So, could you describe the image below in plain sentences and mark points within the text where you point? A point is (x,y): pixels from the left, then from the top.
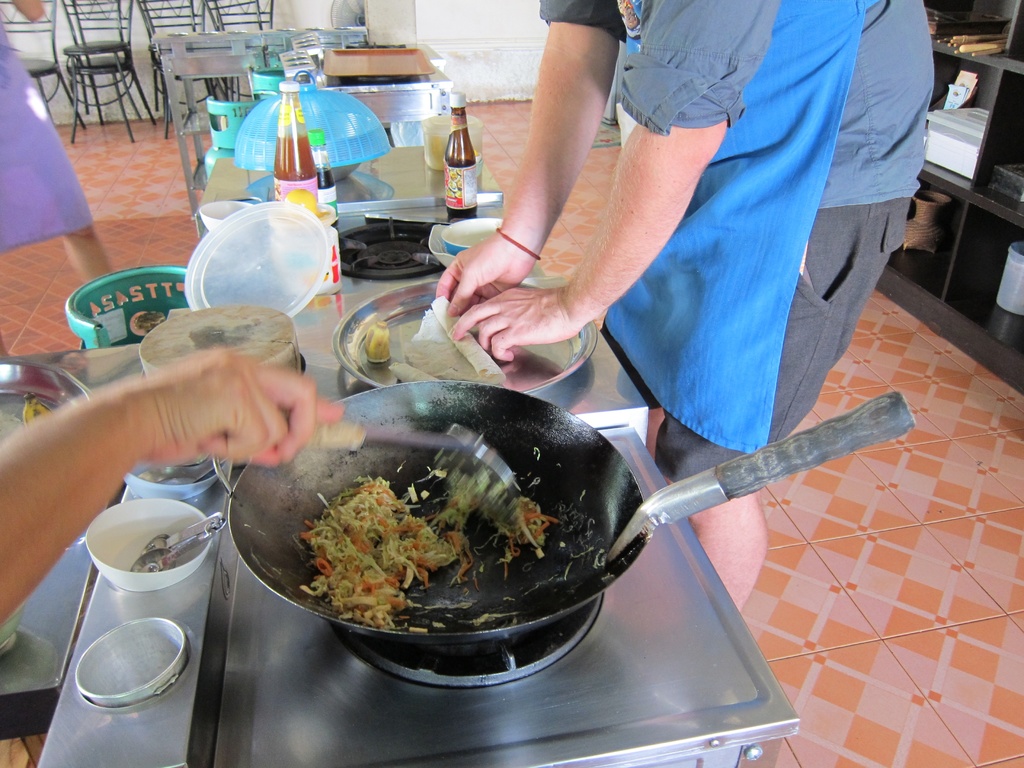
In this picture I can observe a stove (241,618) on which frying pan (320,470) was placed. I can observe three bottles (301,130) and few things (285,222) placed on the desk (373,286). On the right side (719,51) there is a person (612,232) standing. In the background (175,18) there are some chairs (171,12).
